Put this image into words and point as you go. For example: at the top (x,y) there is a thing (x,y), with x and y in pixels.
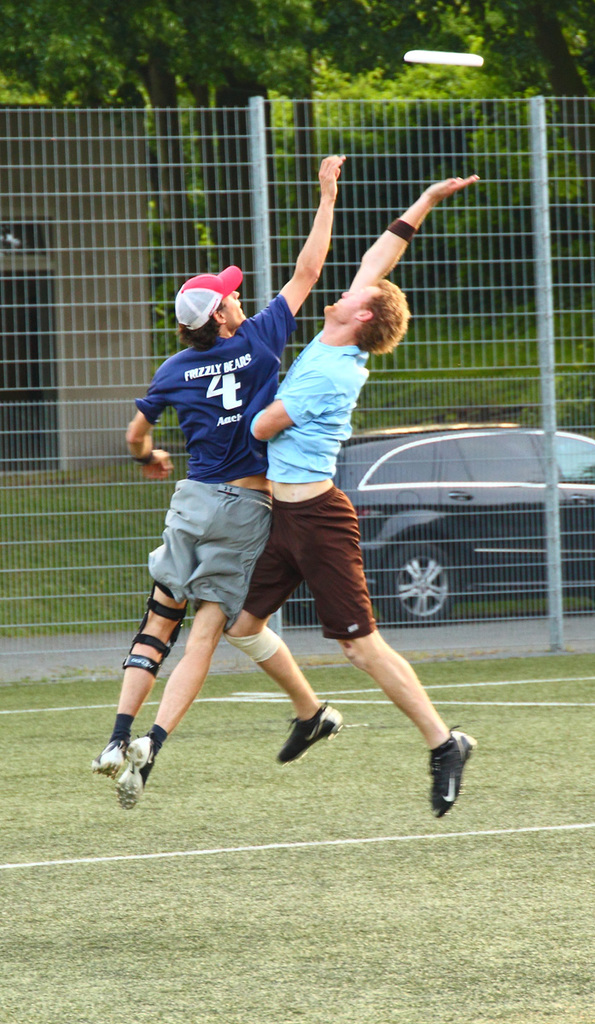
This picture is clicked outside. In the center (298,383) we can see the two persons (267,394) wearing t-shirts (267,394) and jumping in the air. In the foreground (520,831) we can see the green grass (330,823). In the background (487,319) we can see the trees (462,215), metal rods (552,455), car (559,459) and a cabin (150,372) and some other objects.
